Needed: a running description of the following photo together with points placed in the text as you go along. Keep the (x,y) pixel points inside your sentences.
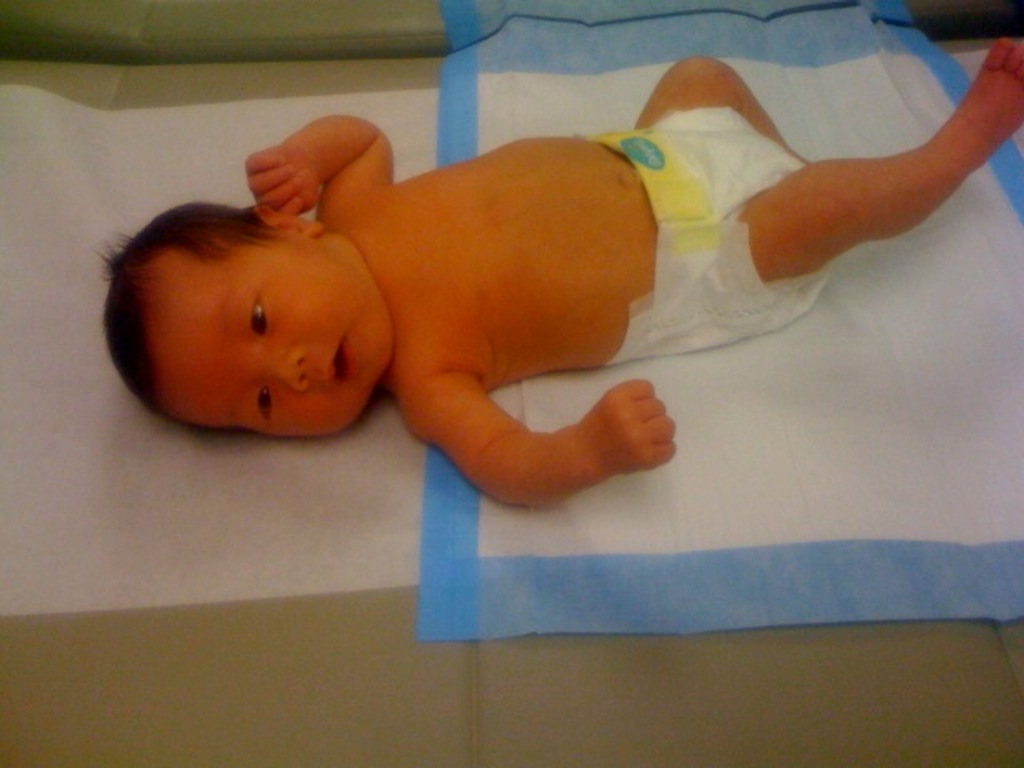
In this picture we can see a baby (468,321) and few clothes (541,541).
